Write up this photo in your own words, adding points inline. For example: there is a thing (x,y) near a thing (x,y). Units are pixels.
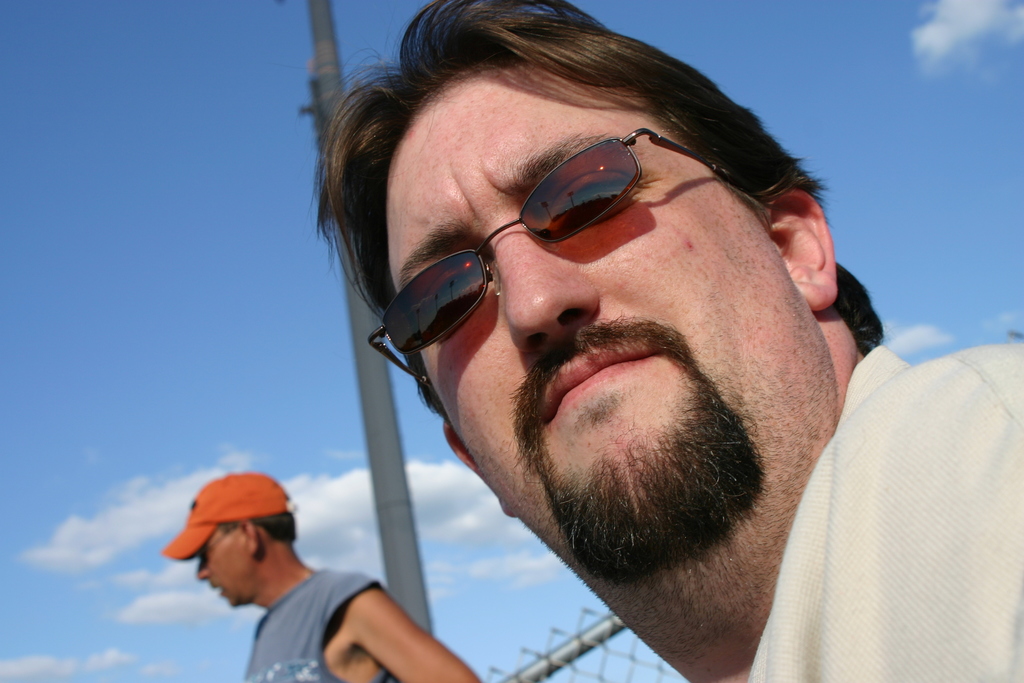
In this picture there are two men (568,495) and we can see fence (532,672) and pole (403,502). In the background of the image (315,400) we can see the sky (311,412) with clouds (315,515).
